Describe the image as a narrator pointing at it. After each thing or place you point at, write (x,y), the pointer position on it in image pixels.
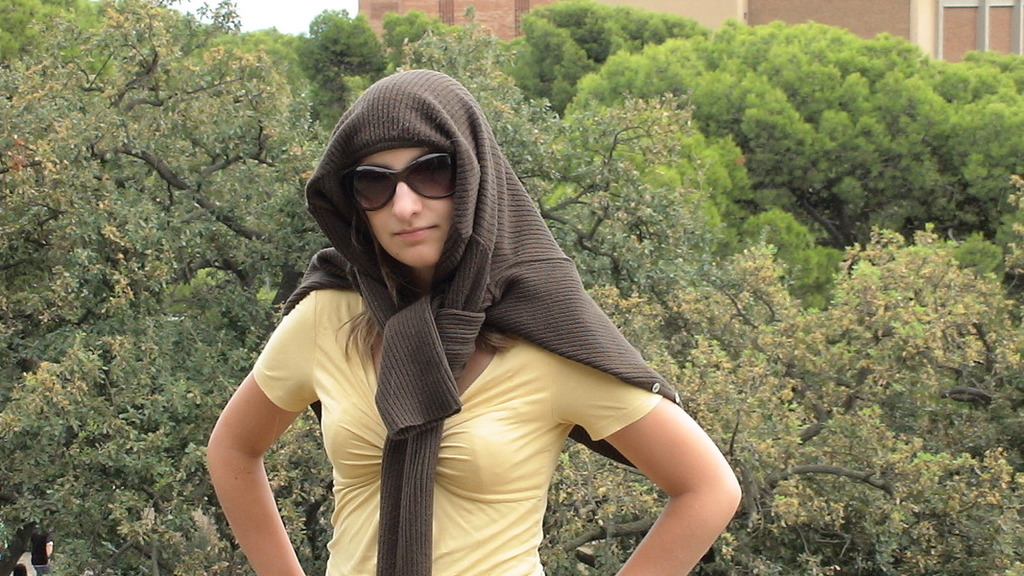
In this image we can see a person (406,196) with goggles (397,179) and in the background (148,214) there are few trees (574,158), buildings (702,12) and the sky (314,13).
